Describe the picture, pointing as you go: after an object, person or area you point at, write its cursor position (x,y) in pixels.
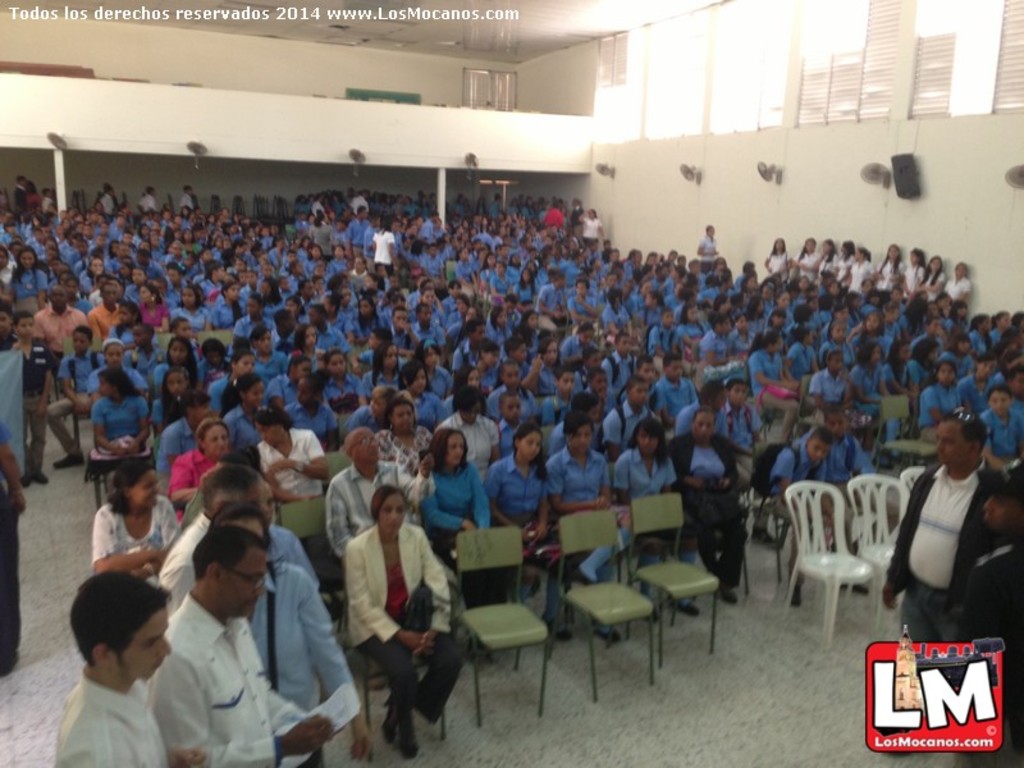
In this picture we can see a group of people (434,391) sitting on chairs (596,522), some people (294,596) are standing on the floor (694,708) and in the background (926,177) we can see a speaker (908,173), walls (346,143), windows (702,71), fans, some objects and at the bottom right corner (925,687) we can see the logo (961,729) and at the top (412,13) we can see some text (189,17).
